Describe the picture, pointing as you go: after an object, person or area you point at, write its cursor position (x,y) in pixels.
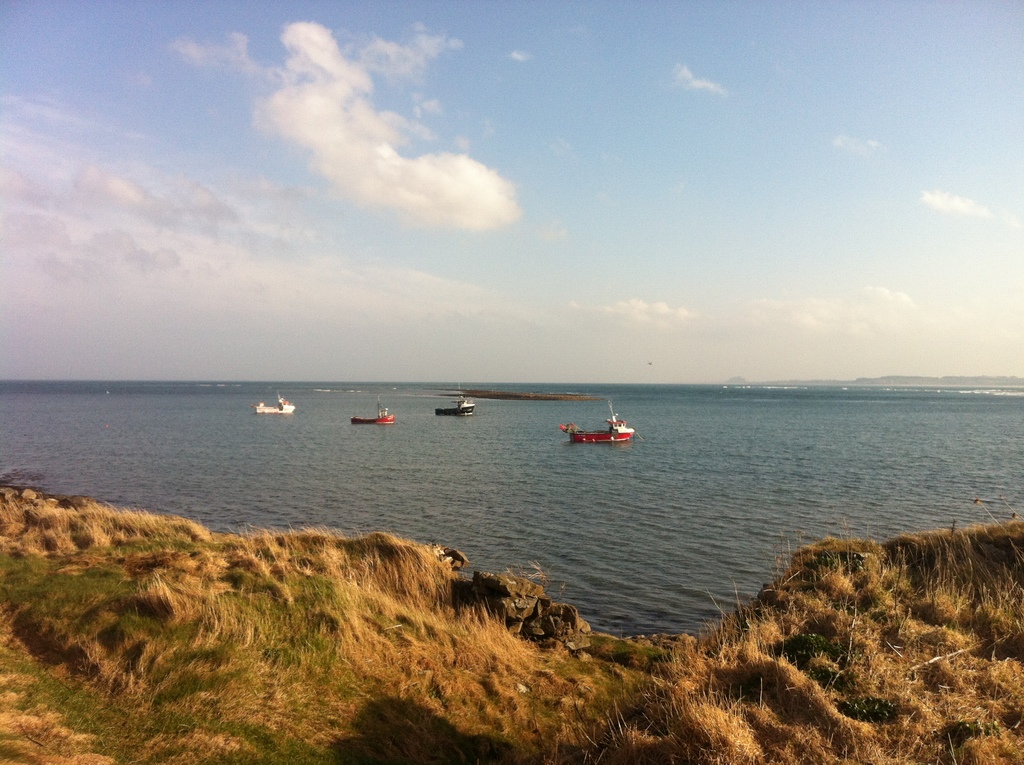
In this picture we can observe some grass (291,668) on the ground (459,683). In the background (427,483) we can observe an ocean (332,457). There are some boats (598,440) on the water (568,440). We can observe a sky (367,208) with some clouds (427,196).
